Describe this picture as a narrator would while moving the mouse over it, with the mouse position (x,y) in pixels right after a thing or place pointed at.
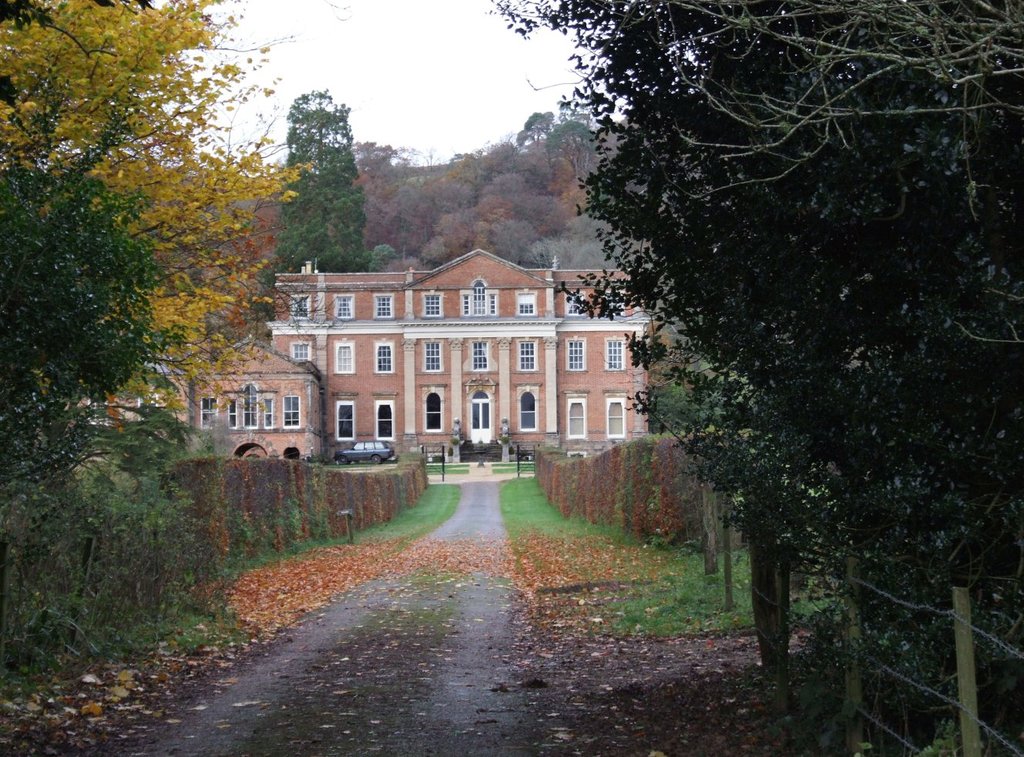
In this picture we can see a few dry leaves (423,564) and some grass (542,513) on the ground (342,576). There are bushes (583,483), some fencing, a vehicle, a building (356,296) and other objects (221,288). We can see the sky (244,106).
